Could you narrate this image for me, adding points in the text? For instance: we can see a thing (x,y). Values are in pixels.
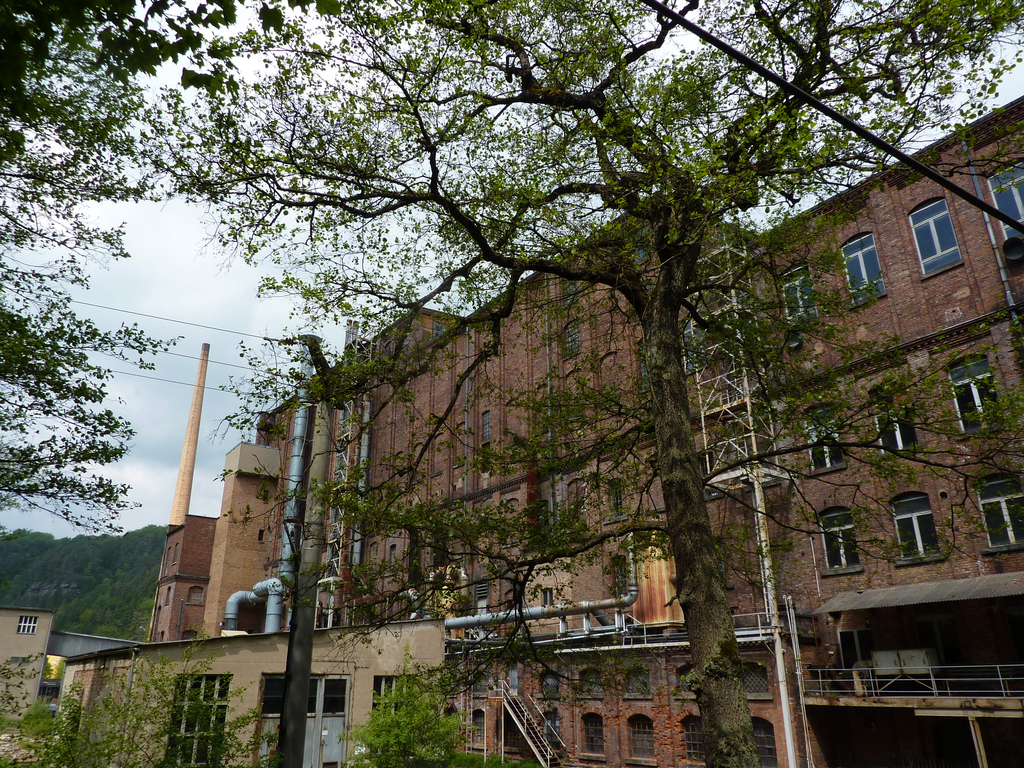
In this image, we can see a tree (645,429) in front of the building (614,620). There are plants (399,729) in the bottom left of the image (100,711). There is a branch (46,172) on the left side of the image (32,235). In the background of the image (26,261), there is a sky (451,172).
